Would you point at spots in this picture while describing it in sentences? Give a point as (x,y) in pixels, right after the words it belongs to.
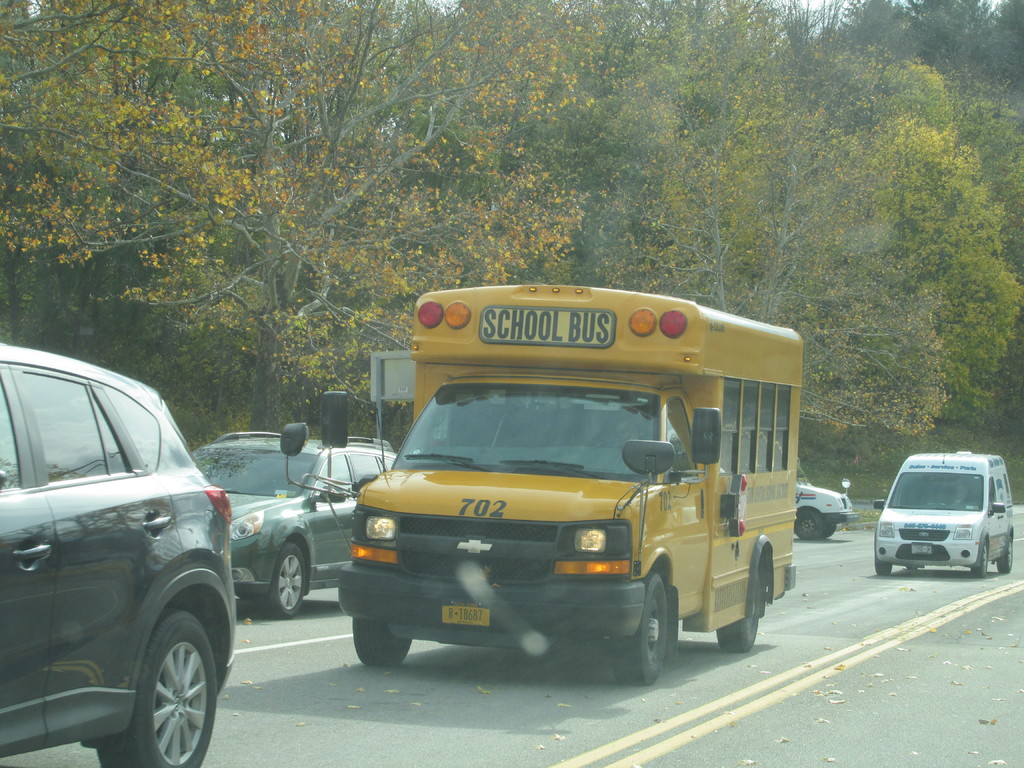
In this picture there is a road (727,718). On the road (755,725) there is a school bus (567,510). Beside the school bus (577,487) there is a car (263,522). In Front of the school bus (473,559) there is a another car (155,583). Behind the bus (741,503) there is a van (932,523). And in the background (906,295) we can observe trees (511,148) here.
